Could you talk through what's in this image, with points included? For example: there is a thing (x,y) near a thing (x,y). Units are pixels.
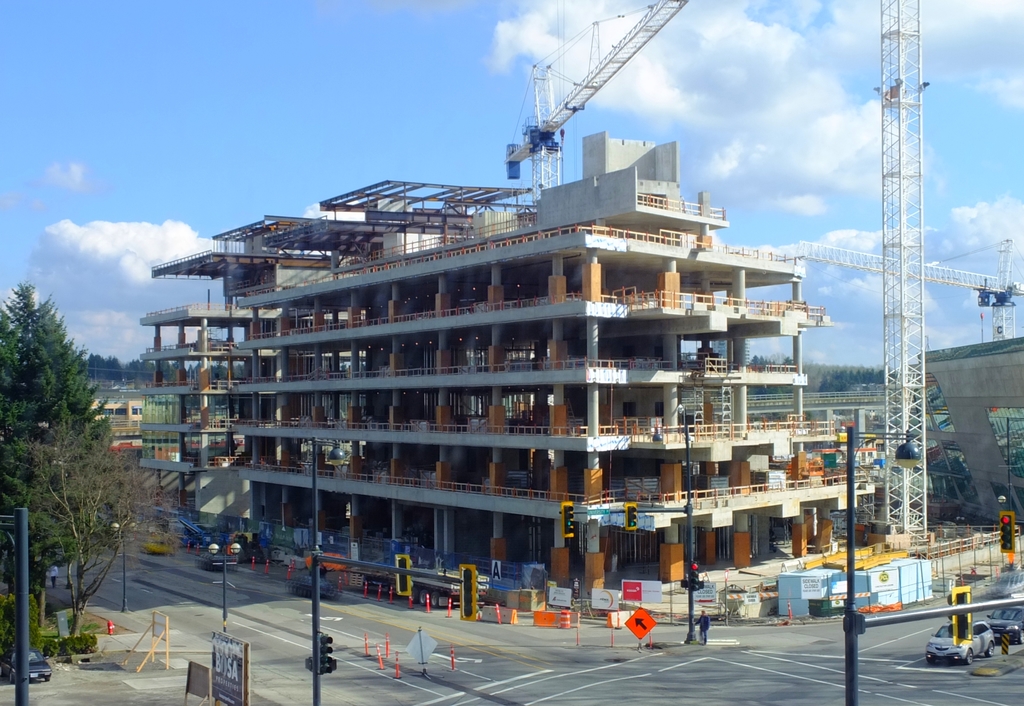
In this image there are buildings (547,375) and we can see boards (805,590). There are poles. At the bottom (191,620) there is a road (730,674) and we can see vehicles (1002,630) on the road (873,642). There are construction cranes (960,285) and we can see trees (74,405). There are people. In the background (492,80) there is sky (492,80).
